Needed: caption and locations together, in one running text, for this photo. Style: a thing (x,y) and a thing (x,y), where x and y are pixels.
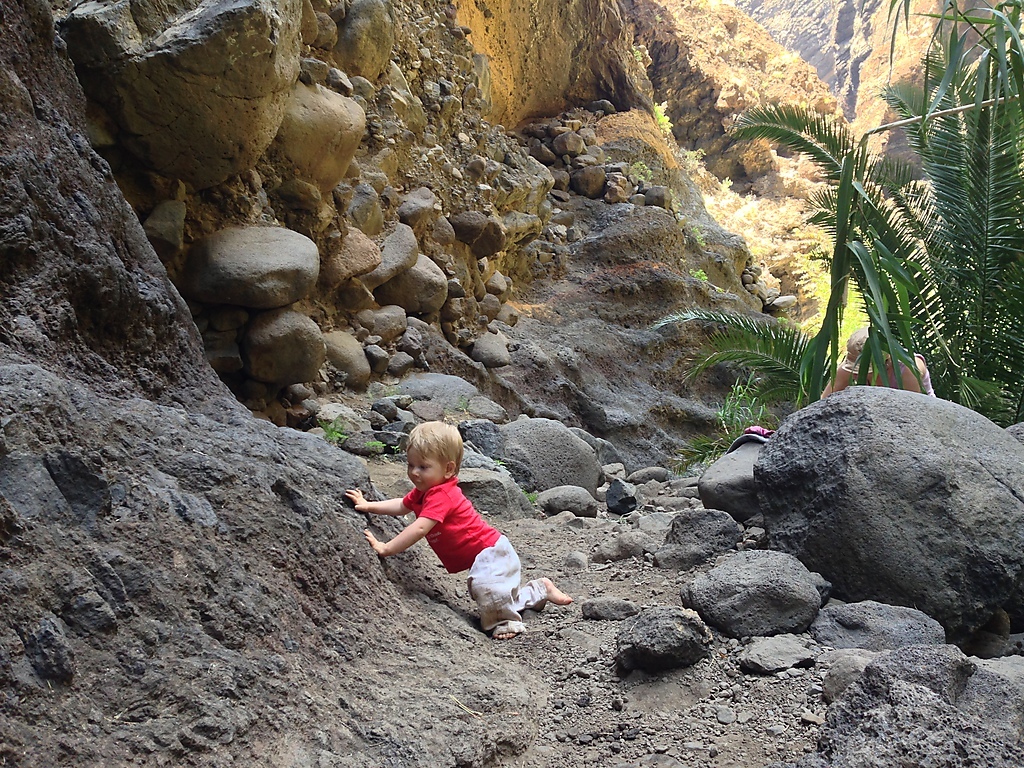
In this picture we can see a boy (457,555) on the sand (535,562), around we can see rocks (242,471), trees (909,187) and sand (527,572).
